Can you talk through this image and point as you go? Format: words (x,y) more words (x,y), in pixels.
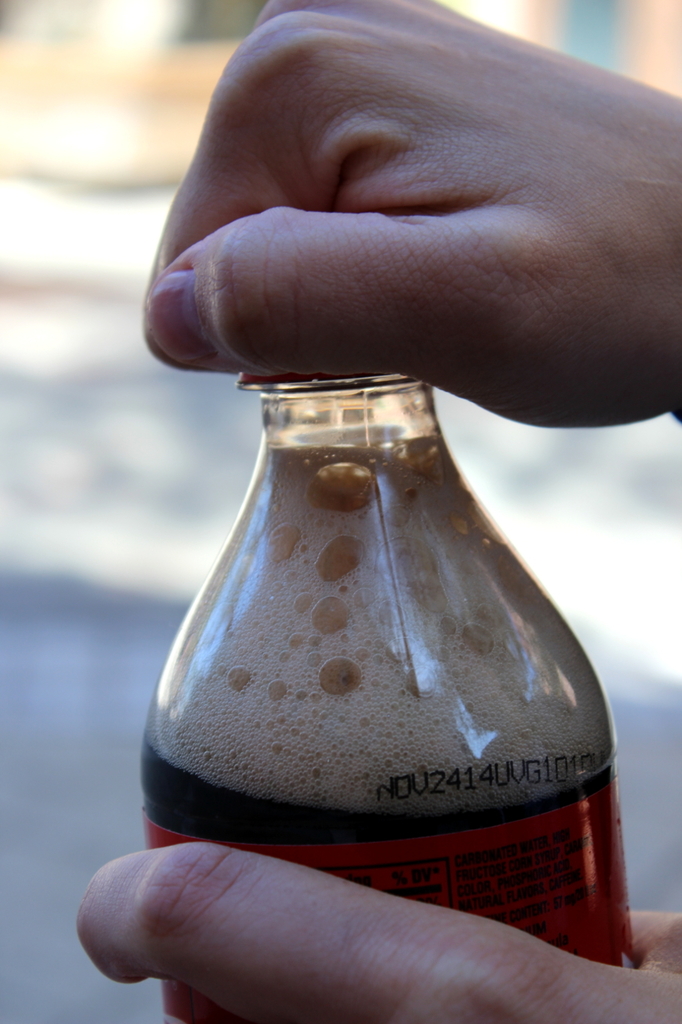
In this image there is a person (421,237) opening a bottle cap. In the middle (323,398) there is a bottle (518,833) with drink (356,603) inside it.
